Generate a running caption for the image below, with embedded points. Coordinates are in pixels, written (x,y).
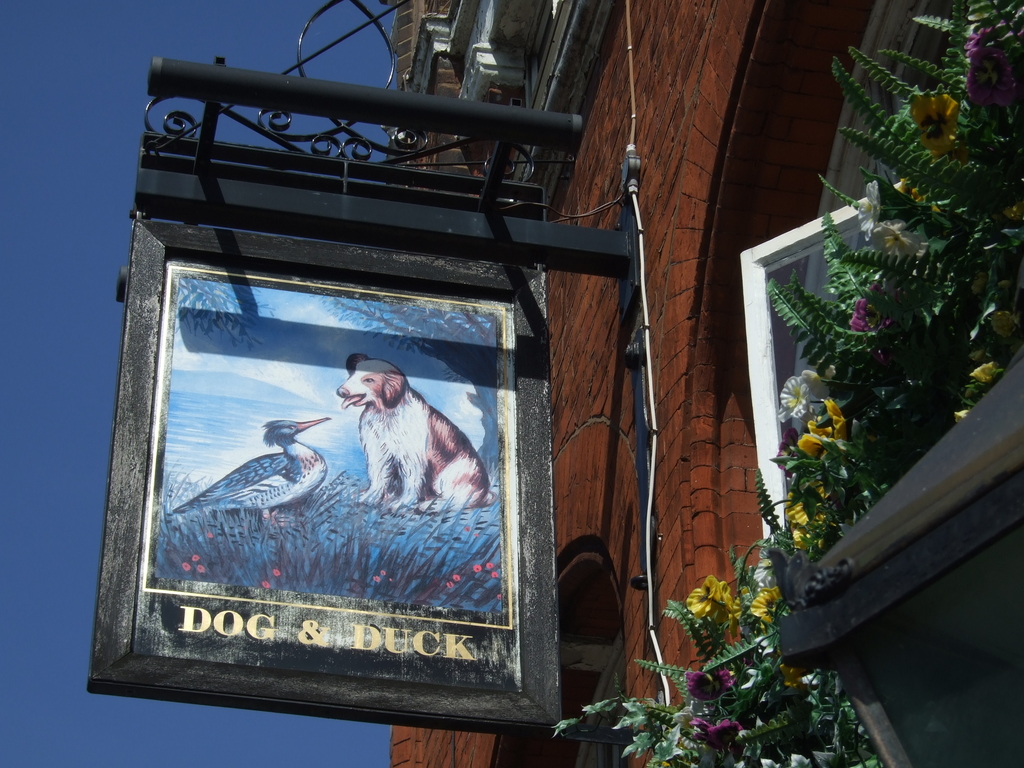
In this image there is a photo frame (299,468) attached through the metal rods (370,216) into a building (659,252), on the building (659,280) there are glass windows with flowers (735,596) and plants (872,344) on it and there are cables (645,278).
